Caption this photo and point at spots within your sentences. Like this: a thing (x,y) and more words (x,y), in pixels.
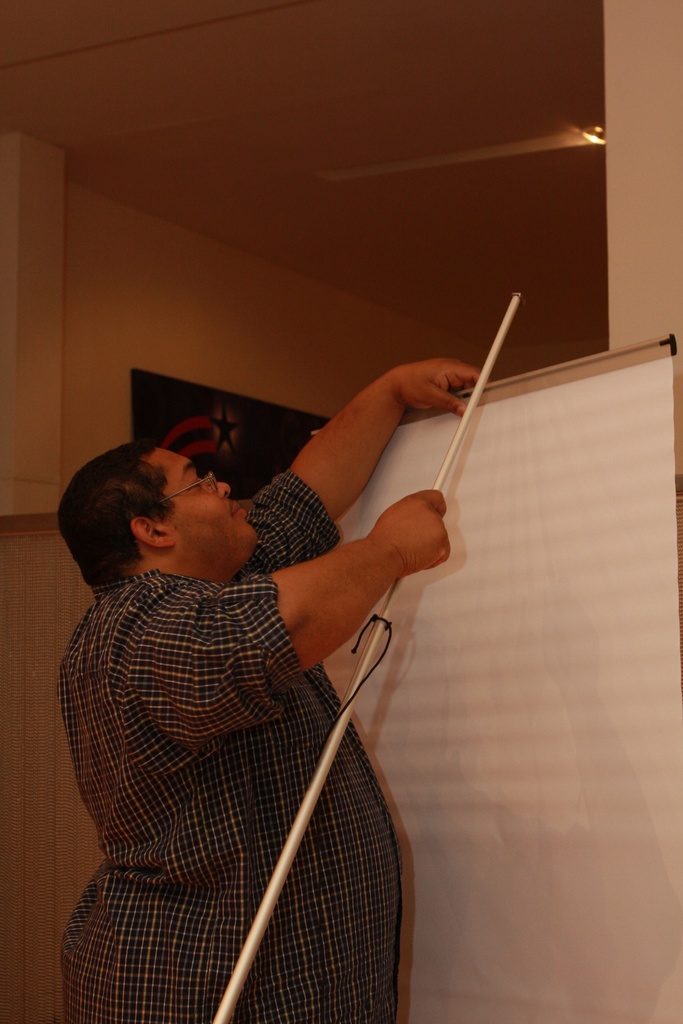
In this image there is a man (229,745) standing. He is holding a stick (477,395) in his hand (387,536). In the other hand (434,377) he is holding a banner (561,494). Behind him there is a wall (260,311). There is a board (245,417) on the wall (213,339). At the top (538,143) there is a light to the ceiling (416,182).
